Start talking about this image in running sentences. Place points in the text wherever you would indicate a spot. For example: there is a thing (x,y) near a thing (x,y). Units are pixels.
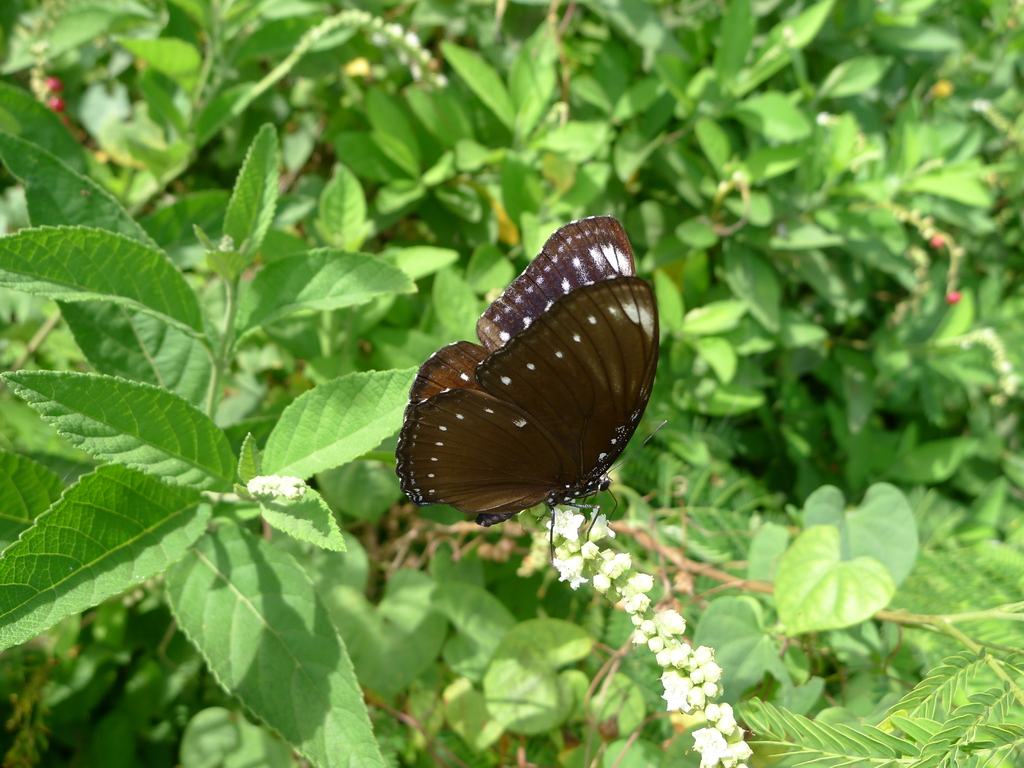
In this image we can see stems (730,565) with leaves (697,479) and flowers (665,692). On the flowers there is a butterfly (573,441).
